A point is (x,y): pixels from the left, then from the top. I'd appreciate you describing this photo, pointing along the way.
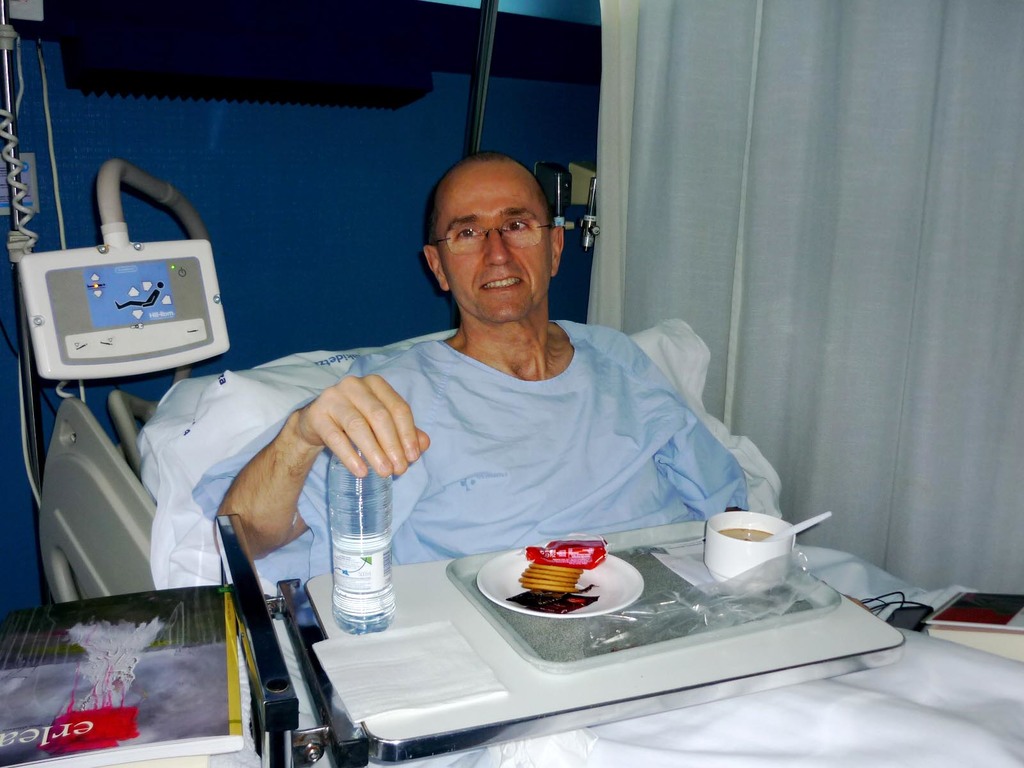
In this picture we can see man (610,471) wore spectacle (545,227) sitting on bed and smiling and holding bottle (389,523) placed on table (418,610) along with plate (594,603) biscuits (557,571) in it, cup (727,546) with drink (767,536) and spoon (781,532) in it, tray (657,646) and beside to him we can see book (188,685), wires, curtain (881,260) and at back of him machine (153,296).
